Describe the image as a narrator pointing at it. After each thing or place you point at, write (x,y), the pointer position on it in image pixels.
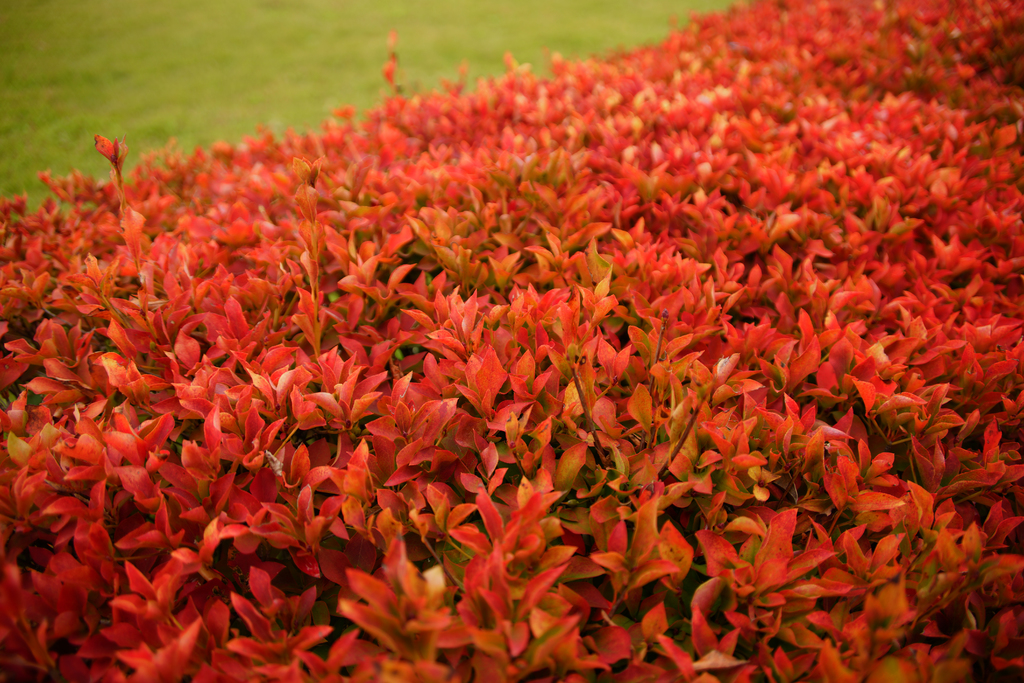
In the given picture, I can see a green color garden (8,103) behind red color leaves (580,121) after that i can see a lot of plants (397,305) and leaves (328,456) which is in red color.
